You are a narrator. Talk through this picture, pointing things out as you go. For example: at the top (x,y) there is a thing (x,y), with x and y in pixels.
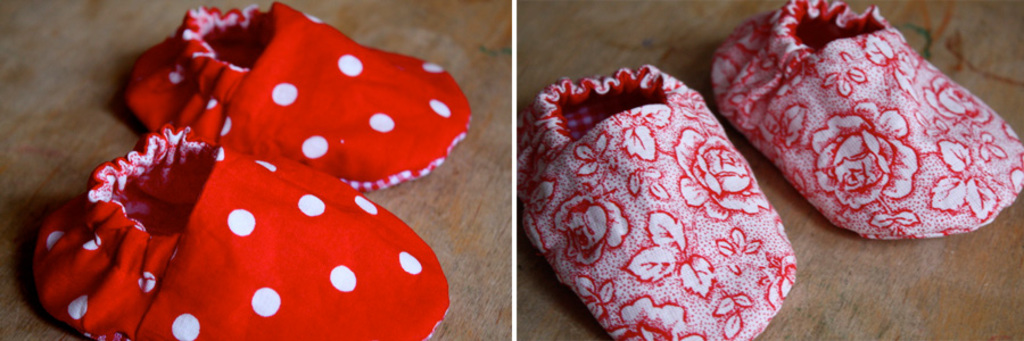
This image consists of two images. There are two pairs of shoes (313,179) in this images. They are of small size.
